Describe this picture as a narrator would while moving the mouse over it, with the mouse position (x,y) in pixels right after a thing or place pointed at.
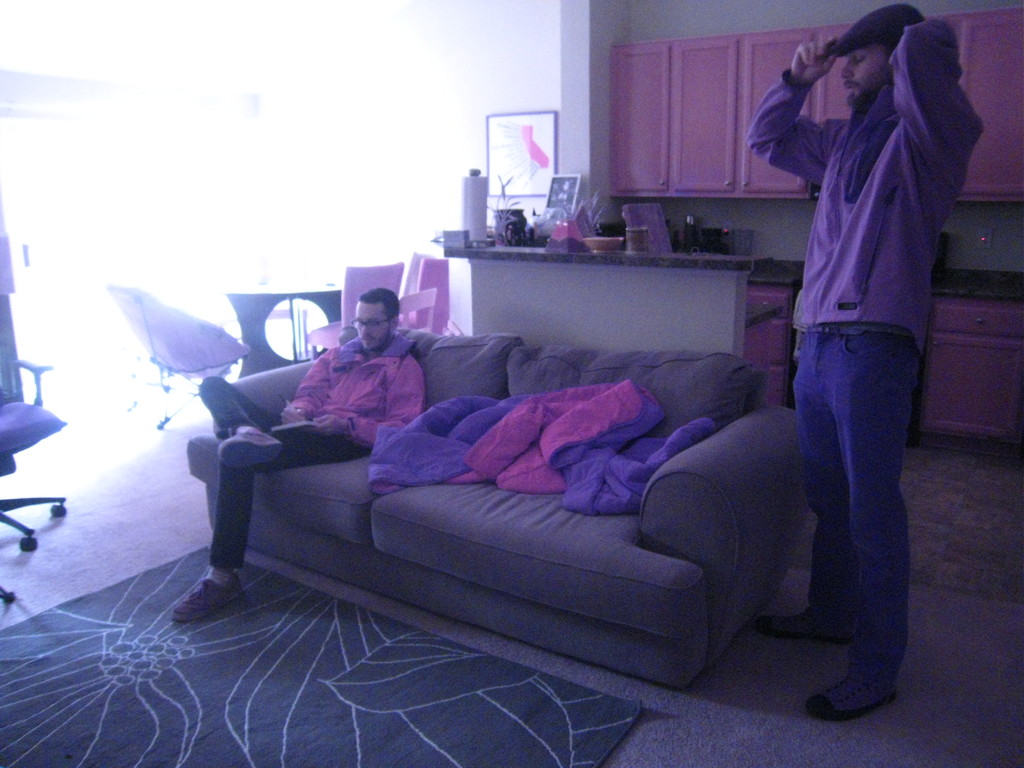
In this image I can see two men (372,321) where one is standing and one is sitting on a sofa (554,548). I can also see he is wearing a cap (892,30). Here I can see a blanket (556,456) on this sofa (532,499). In the background (142,321) I can see few chairs (169,326) and a frame (517,116) on this wall (499,108). I can also see he is wearing a specs (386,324).
